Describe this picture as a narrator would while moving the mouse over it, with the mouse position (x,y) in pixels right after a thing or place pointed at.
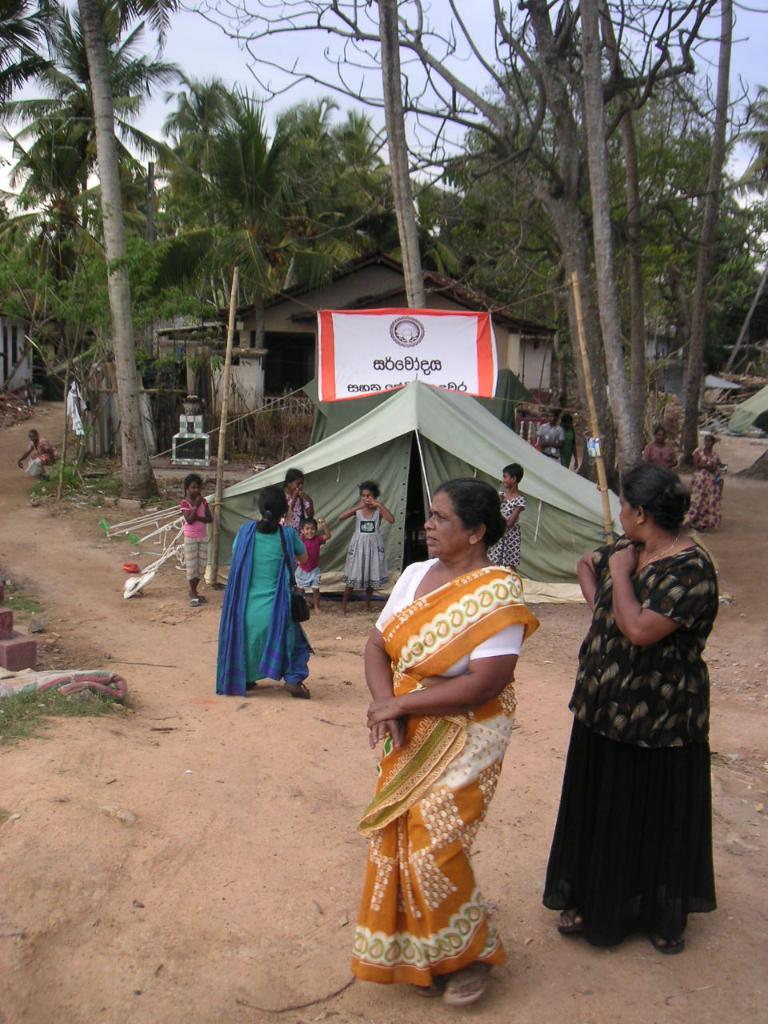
In this picture there are people (369,581) on the ground (431,1013) and we can see tent (417,453), banner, trees (441,267), memorial stone (189,449), wooden poles (219,425), houses (376,293) and objects (733,421). In the background of the image (366,69) we can see the sky (381,79).
